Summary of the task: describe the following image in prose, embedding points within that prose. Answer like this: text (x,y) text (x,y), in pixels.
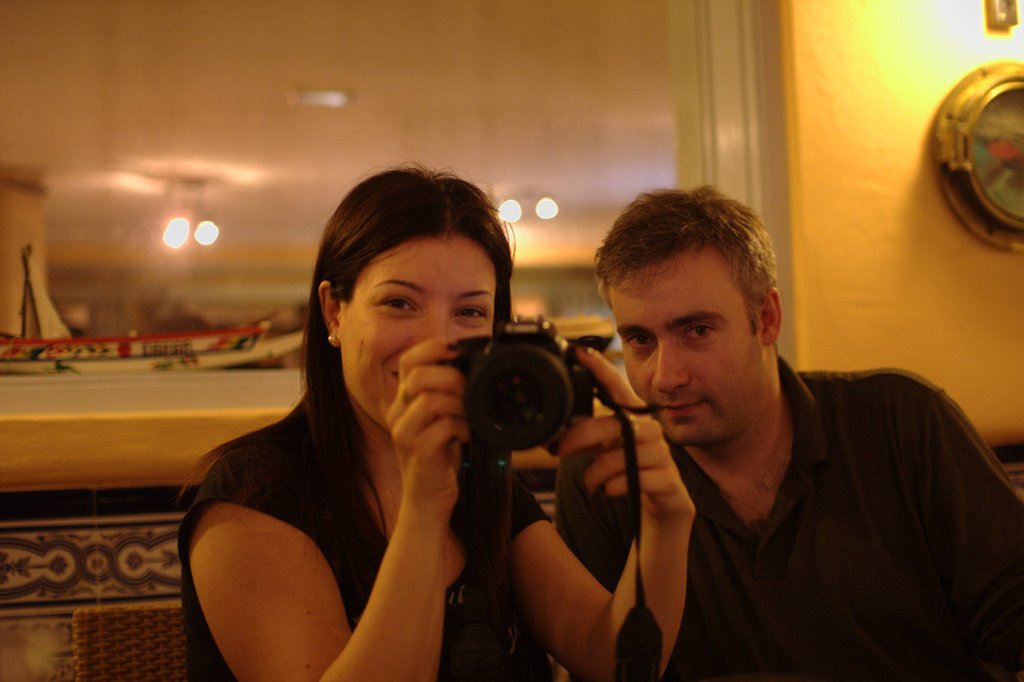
In this image there is a woman (372,556) who is holding a camera (460,348) and taking a picture. Beside the woman (441,251) there is another man (753,391). At the background (883,203) there is a wall (851,120) and a frame (999,130).
